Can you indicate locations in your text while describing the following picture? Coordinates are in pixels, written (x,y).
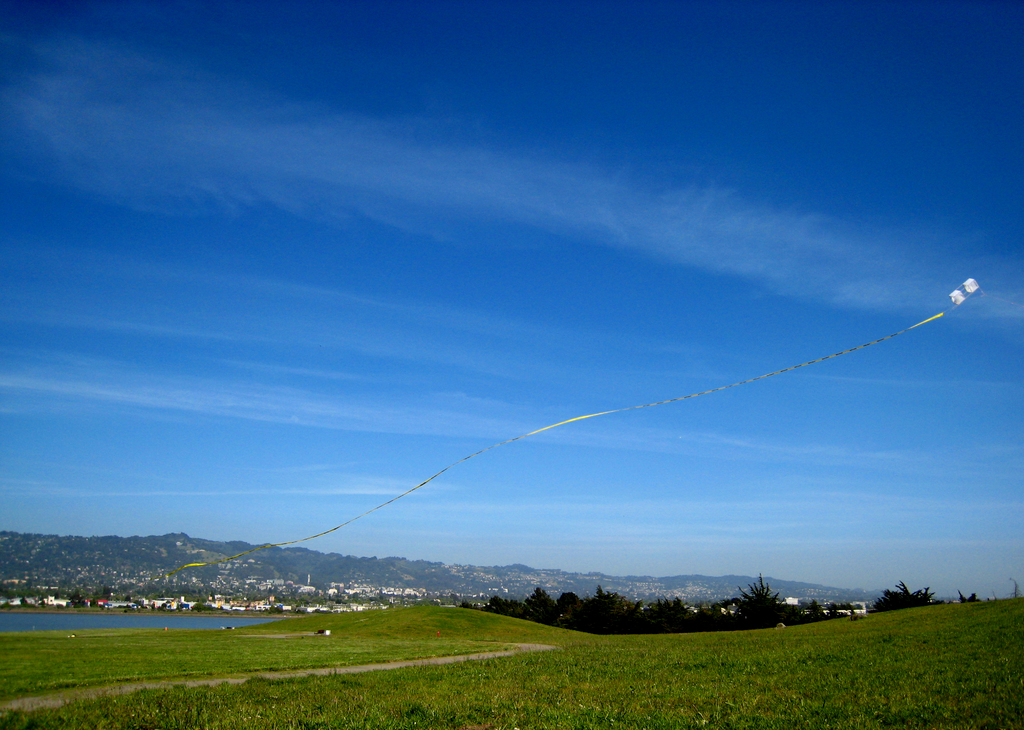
This is an outside view. At the bottom (638,668), I can see the grass (369,696) on the ground (157,649). On the left side (44,621) there is a river (87,624). In the background (272,606), I can see many buildings (228,606) and trees (656,625). At the top of the image (431,192) I can see the sky (659,298). On the right side (925,319) there is a kite (955,300) flying in the air (912,422).
